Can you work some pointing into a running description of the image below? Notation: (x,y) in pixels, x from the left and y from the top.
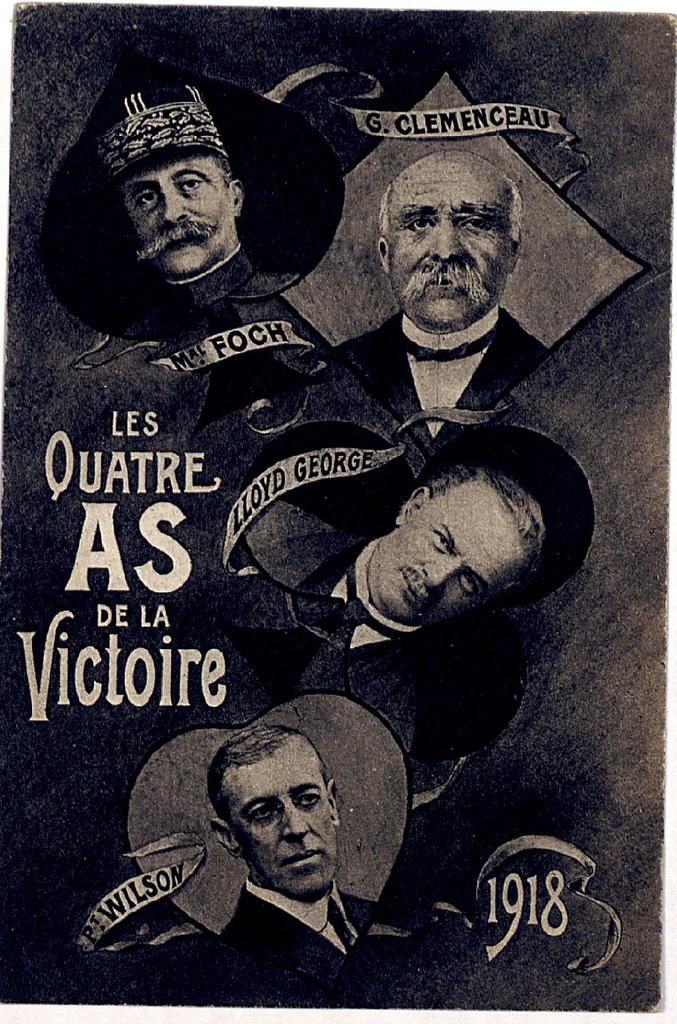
In the image we can see a poster (392,84).
